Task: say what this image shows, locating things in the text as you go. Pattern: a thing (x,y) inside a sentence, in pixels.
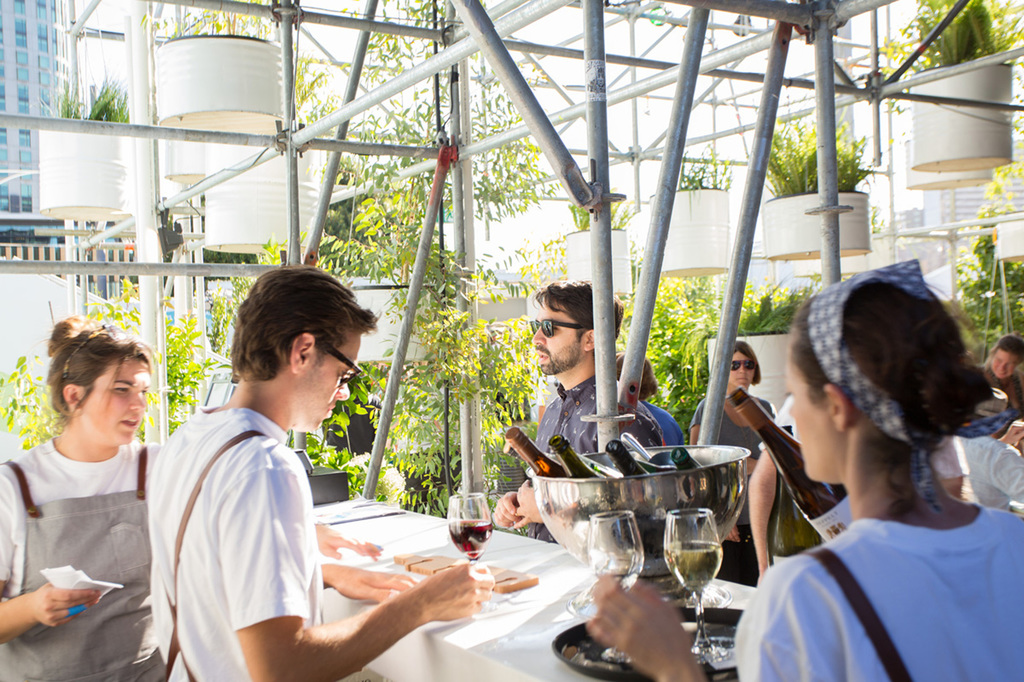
In the picture, there is a table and on the table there are some wine bottles (575,476), around the table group of people (729,414) standing, there are some iron rods (400,353) beside it, in the background (454,267) there is a trees (371,223) some buildings (6,97) and a white color wall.
